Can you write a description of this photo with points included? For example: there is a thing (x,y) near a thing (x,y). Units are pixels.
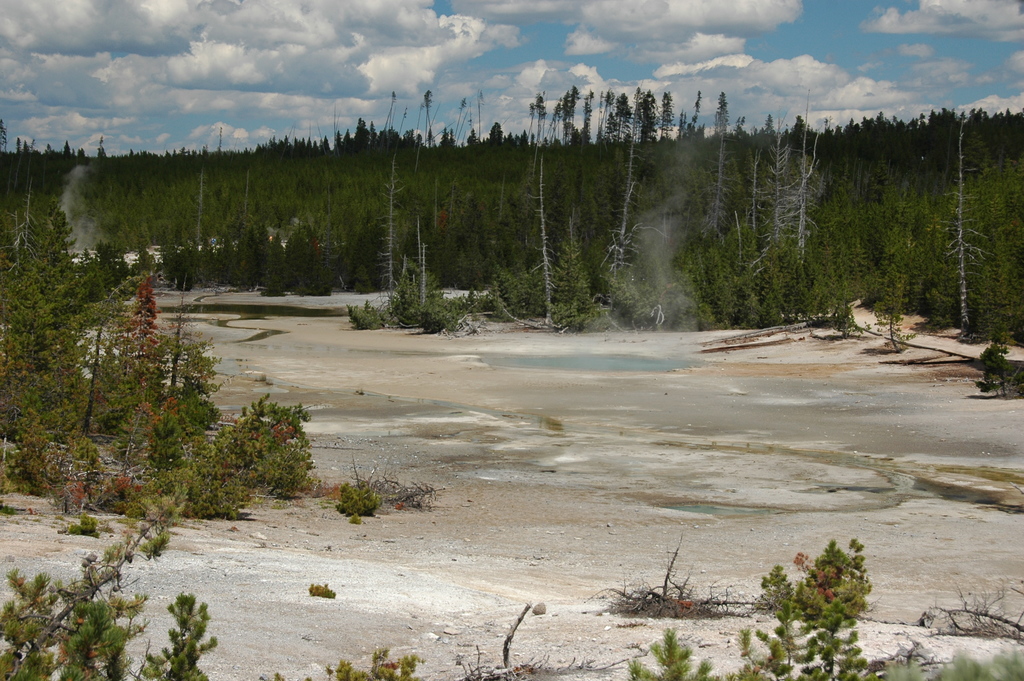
In the image we can see there are many trees (369,212) around and there are even plants (201,444). We can even see cloudy pale blue sky (418,45).
